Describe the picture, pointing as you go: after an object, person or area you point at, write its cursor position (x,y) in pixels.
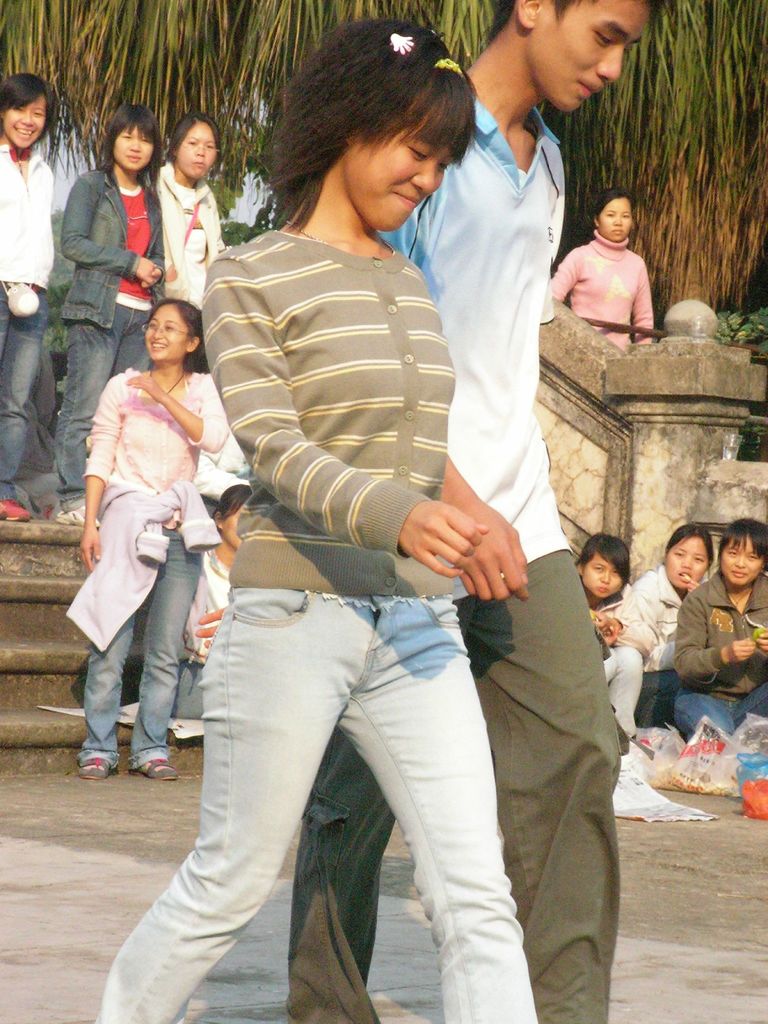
In this picture there are two persons (347,585) walking on road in the foreground (463,273), in the background (750,699) there are few persons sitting on the floor (667,905) on the right side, a person (640,276) visible back side of the wall (551,441) and at the top (667,107) I can see tree (725,88).
